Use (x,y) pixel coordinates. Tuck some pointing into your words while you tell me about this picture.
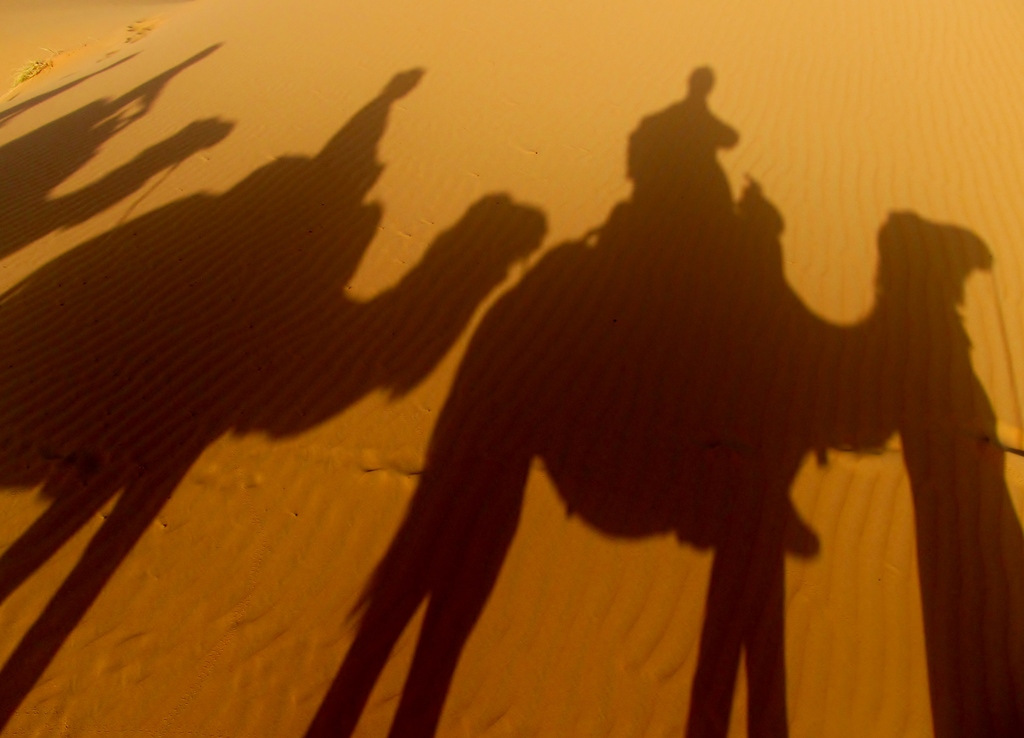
In this picture we can see a desert (462,258). On the sand (289,215) we can see the reflection (743,430) of people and camels (515,234).
